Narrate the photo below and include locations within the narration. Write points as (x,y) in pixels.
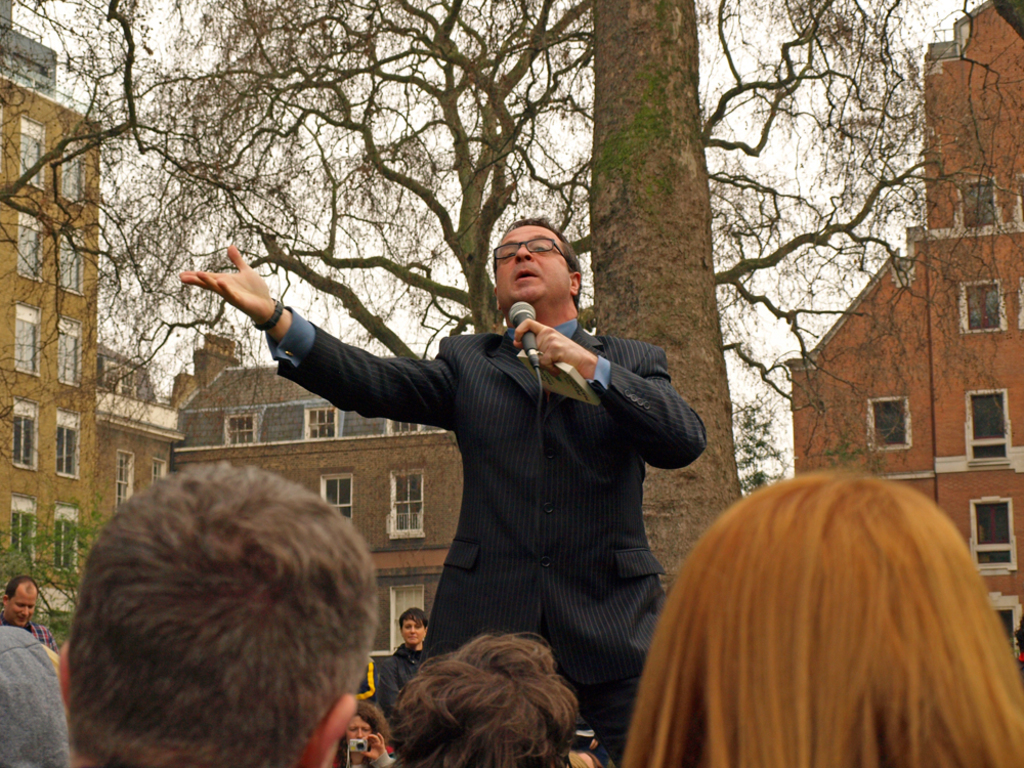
In this image, we can see a tree (618,243). There is a person (605,370) holding a mic (532,334) and book (572,387) in front of the stem (690,324). There is a building (273,422) on the left (109,413) and on the right side of the image (980,272). There are persons heads (223,723) at the bottom of the image (264,572). In the background of the image (739,371), there is a sky (387,115).
